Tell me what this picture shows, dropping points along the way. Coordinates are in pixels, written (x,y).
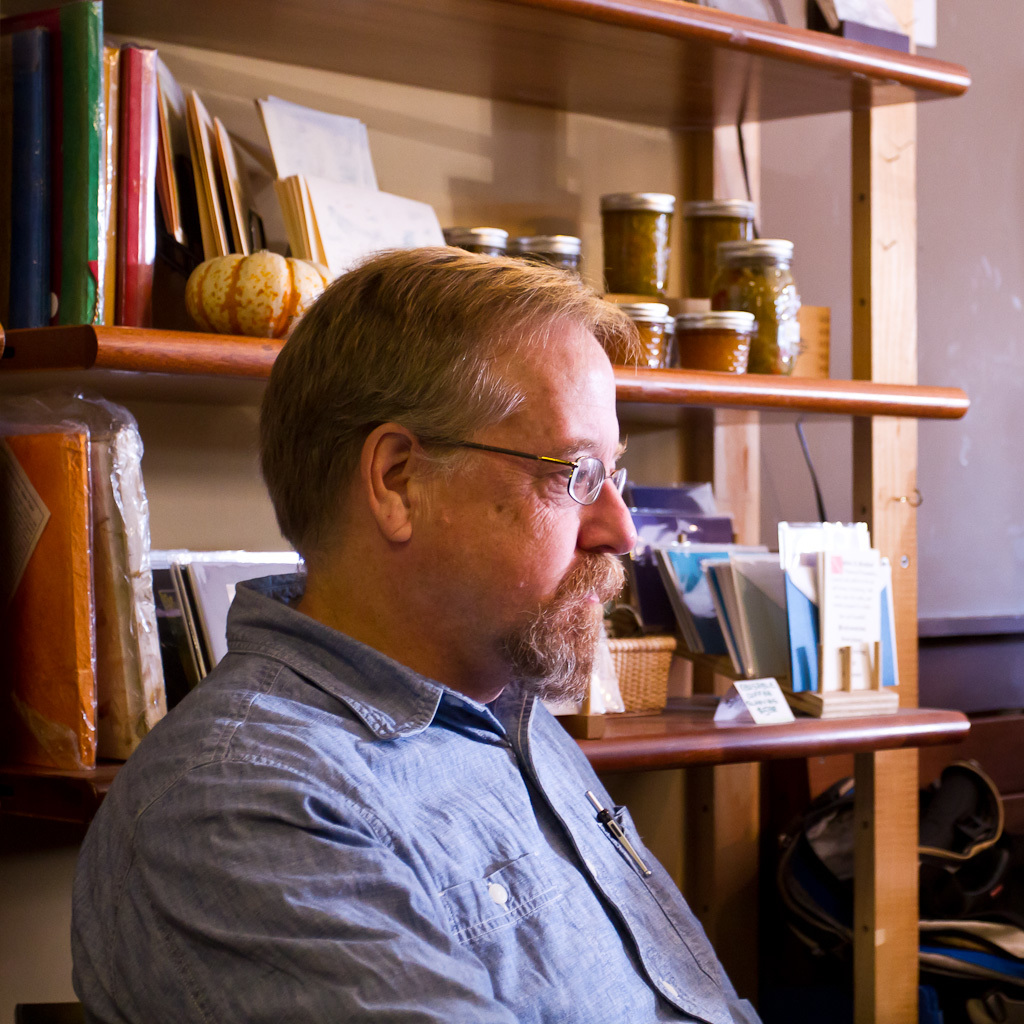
In this picture there is a man (537,707) wore spectacle (586,495), behind him we can see books (140,271), pumpkin (213,307), board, basket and objects (354,221) in racks (583,739). In the background of the image (989,567) we can see bag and wall (989,567).
